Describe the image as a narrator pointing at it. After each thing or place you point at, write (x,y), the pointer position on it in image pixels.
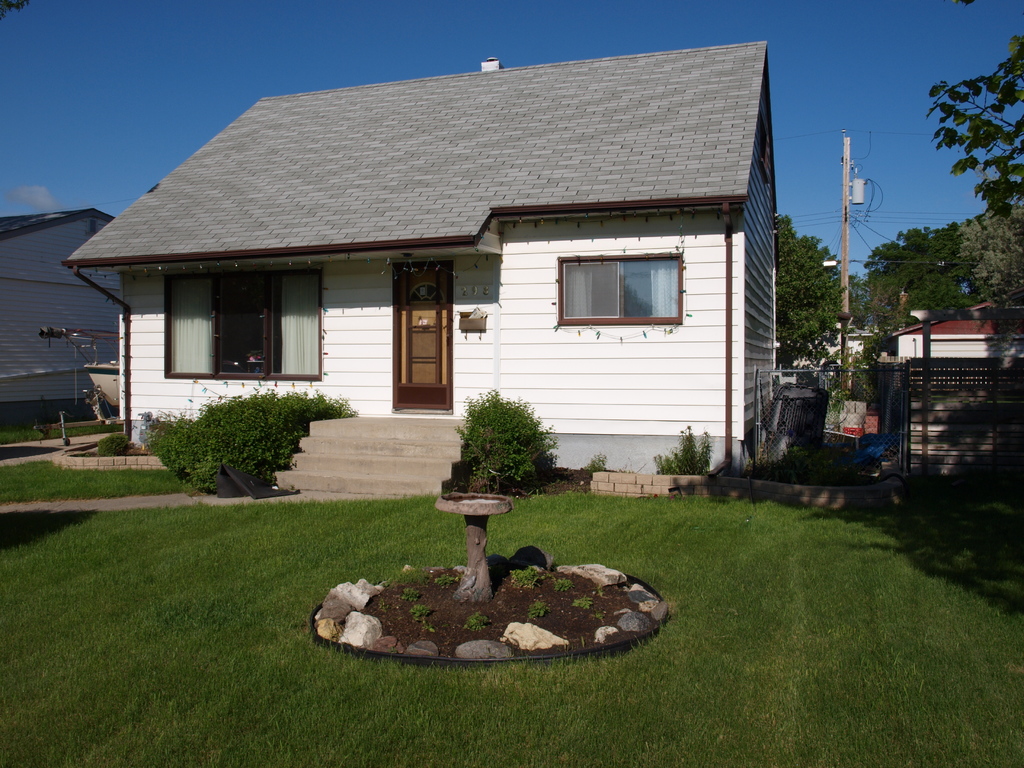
In this image we can see few houses (522,328). There is a fence (946,446) at the right side of the image (950,424). There are few objects (101,380) at the left side of the image (106,394). There is a grassy land (820,663) in the image. There are many trees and plants (189,431) in the image. We can see the sky (168,122) in the image. There is an electrical pole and many cables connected to it.
